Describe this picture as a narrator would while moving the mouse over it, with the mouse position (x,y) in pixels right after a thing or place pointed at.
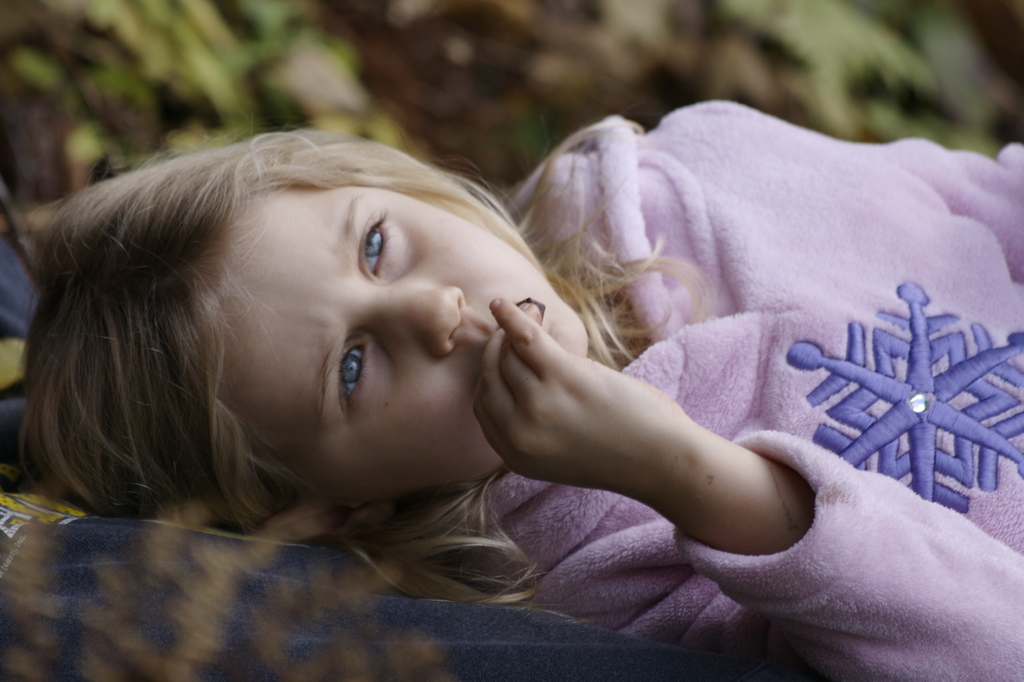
In this image we can see a child (584,437) lying down.
